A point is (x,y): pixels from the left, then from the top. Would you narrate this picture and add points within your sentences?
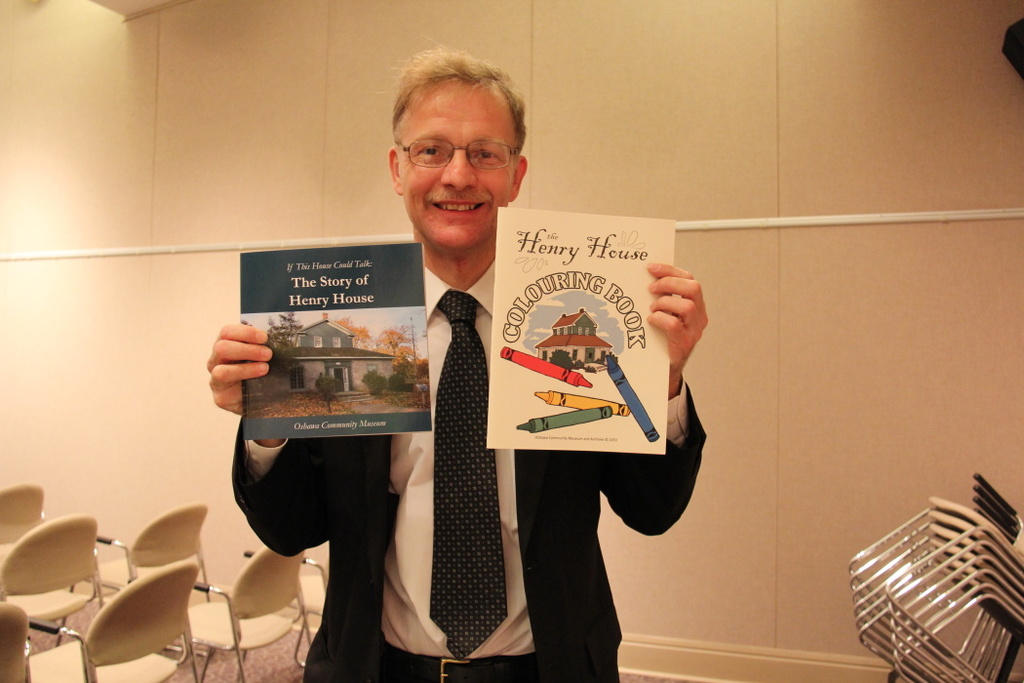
In this image, we can see person (484,223) in front of the wall (812,321). This person (479,241) is wearing clothes (476,537) and holding flyers (318,320) with his hands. There are some chairs (185,582) in the bottom right of the image (974,578). There is an object (974,578) in the bottom right of the image (972,615).
